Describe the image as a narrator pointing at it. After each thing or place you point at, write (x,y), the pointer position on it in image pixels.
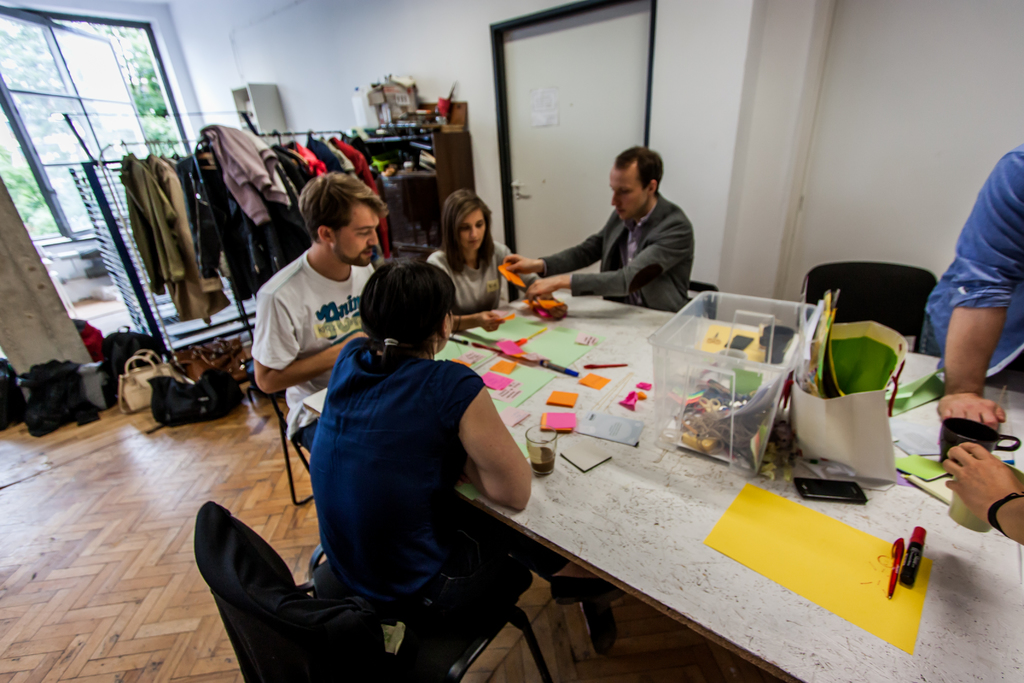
An indoor picture. Suits (268,262) are hanging to this rod (301,134). This persons (483,238) are sitting around this table (811,502), on this table (825,512) there is a container (719,368), glass (548,451), papers (481,363), marker (918,562), cup (955,439) and notes (487,382). This person (610,256) wore suit (614,272) and holding a note (515,275). On floor (220,419) there are bags (172,369). From this window (111,111) we can able to see trees (14,64). At the corner of the image a person (958,264) is standing and holding a cup (966,515). This is door (543,165) with handle (521,187). This rack (446,150) is filled with things (391,164) and books (432,160).
